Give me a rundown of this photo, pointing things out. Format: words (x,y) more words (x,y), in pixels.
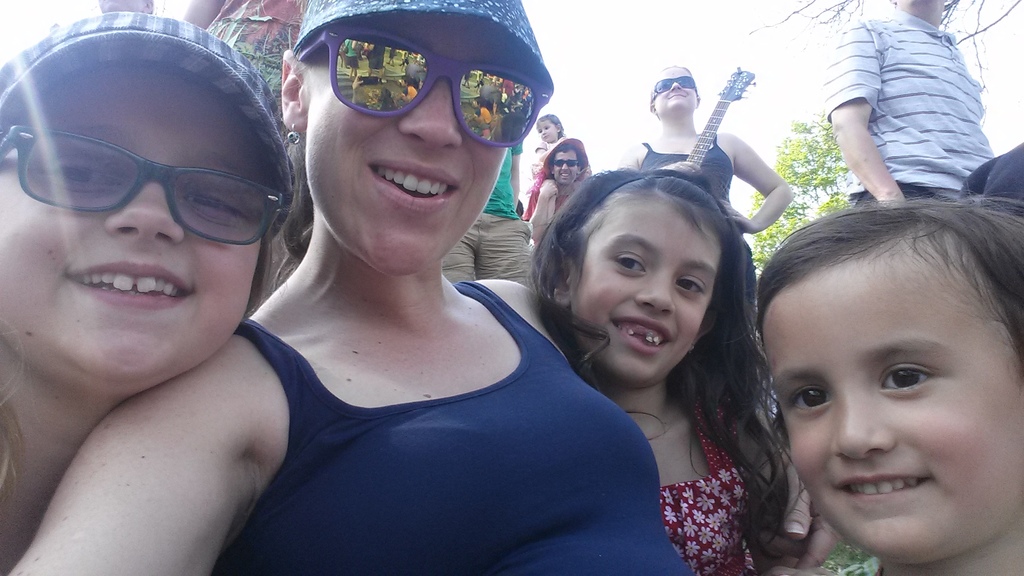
Here we can see some persons (336,255). They are smiling. She has goggles (482,69) and she wear a cap (491,7). Here we can see a person (781,184) who is holding a guitar (718,109). This is tree (809,175) and there is a sky (625,86).
